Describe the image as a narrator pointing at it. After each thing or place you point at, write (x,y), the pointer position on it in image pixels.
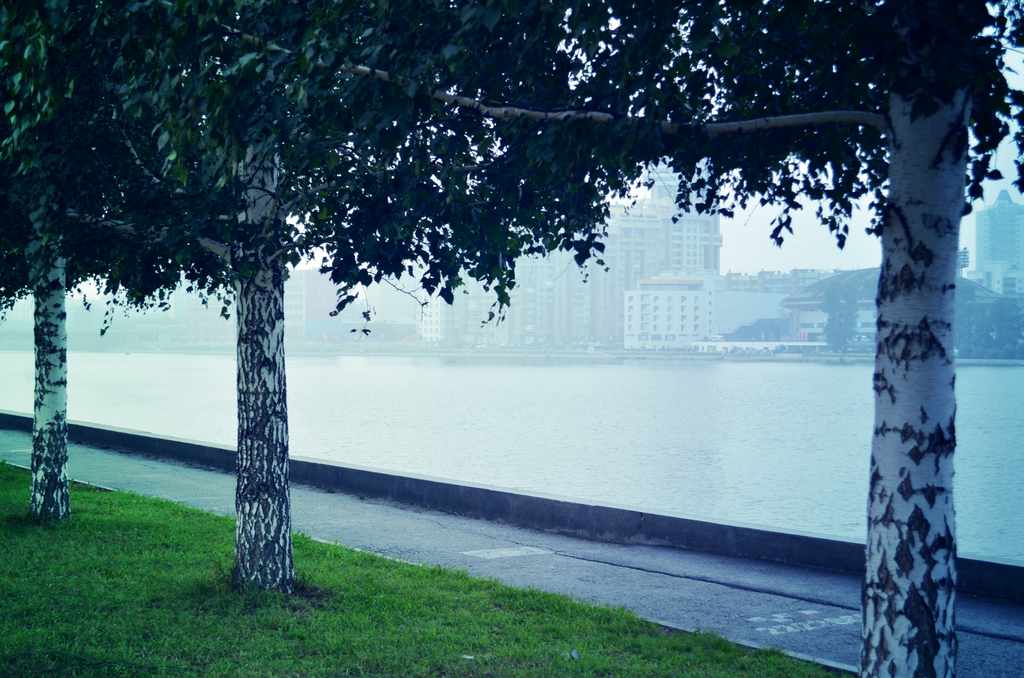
In this image we can see a group of trees (939,366), grass (487,613), a large water body (649,483), a group of buildings (728,349) and the sky (806,266).
